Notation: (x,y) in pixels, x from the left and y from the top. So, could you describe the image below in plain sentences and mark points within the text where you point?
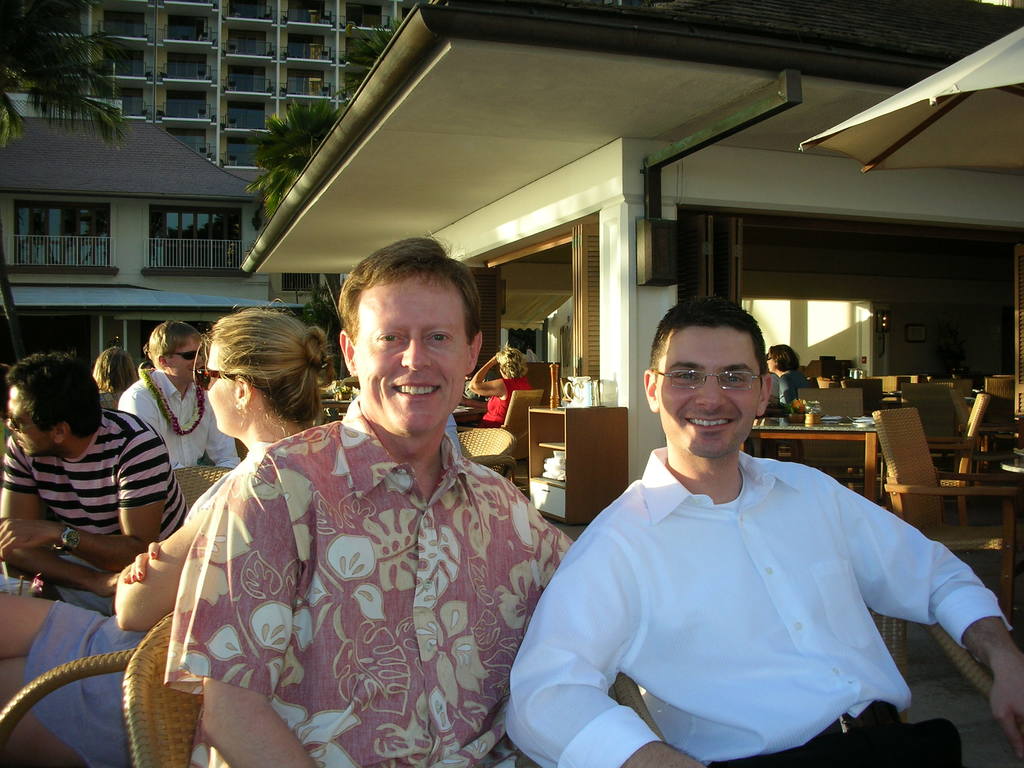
Here I can see two men (448,631) are sitting on the chairs (168,693), smiling and giving pose for the picture. In the background (6,462), I can see many people (196,408) are sitting on the chairs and there are few tables (776,436). At the back of these men (613,602) there is a cupboard (569,459) on which few objects (555,404) are placed. In the background (356,226) there are few buildings (244,121) along with the windows (244,121) and railings (178,251). In the top left-hand corner (55,78) few leaves (39,70) are visible.
